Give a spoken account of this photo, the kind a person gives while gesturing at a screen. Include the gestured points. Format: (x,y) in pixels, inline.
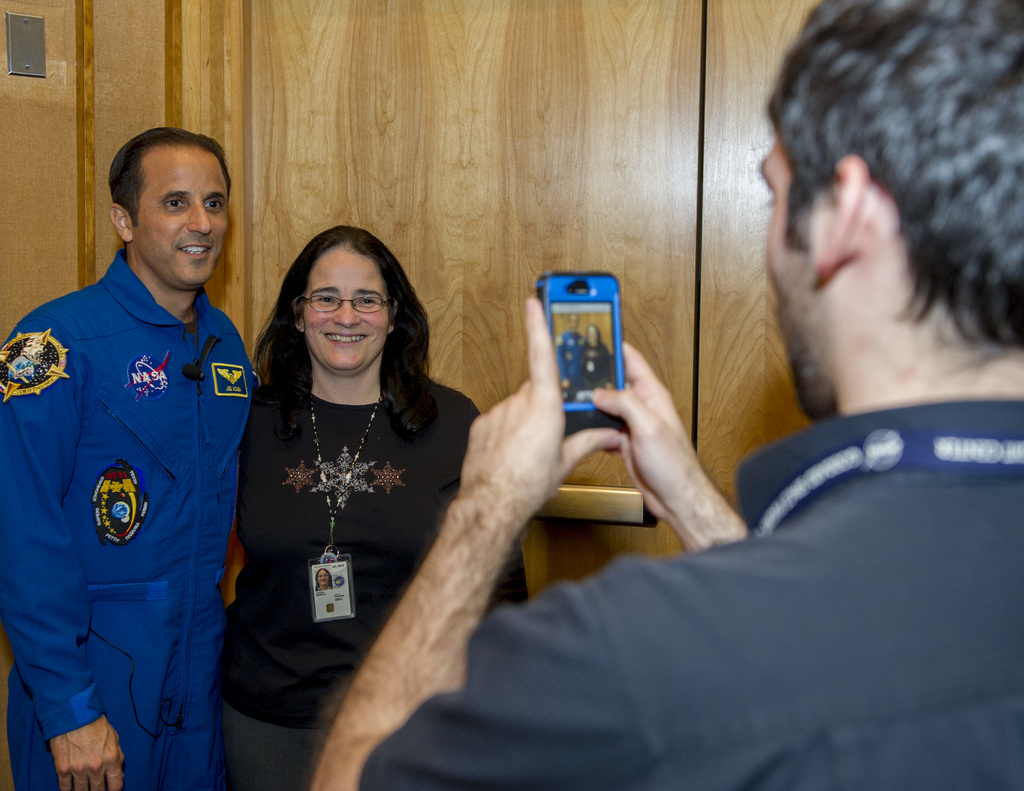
In this image i can see a man (192,401) and a woman (353,503) standing, and i can see smile (185,243) in both of their faces (159,251). To the right corner of the image (902,448) i can see a man (740,538) capturing the two persons (407,402) in his cell phone (599,327).
